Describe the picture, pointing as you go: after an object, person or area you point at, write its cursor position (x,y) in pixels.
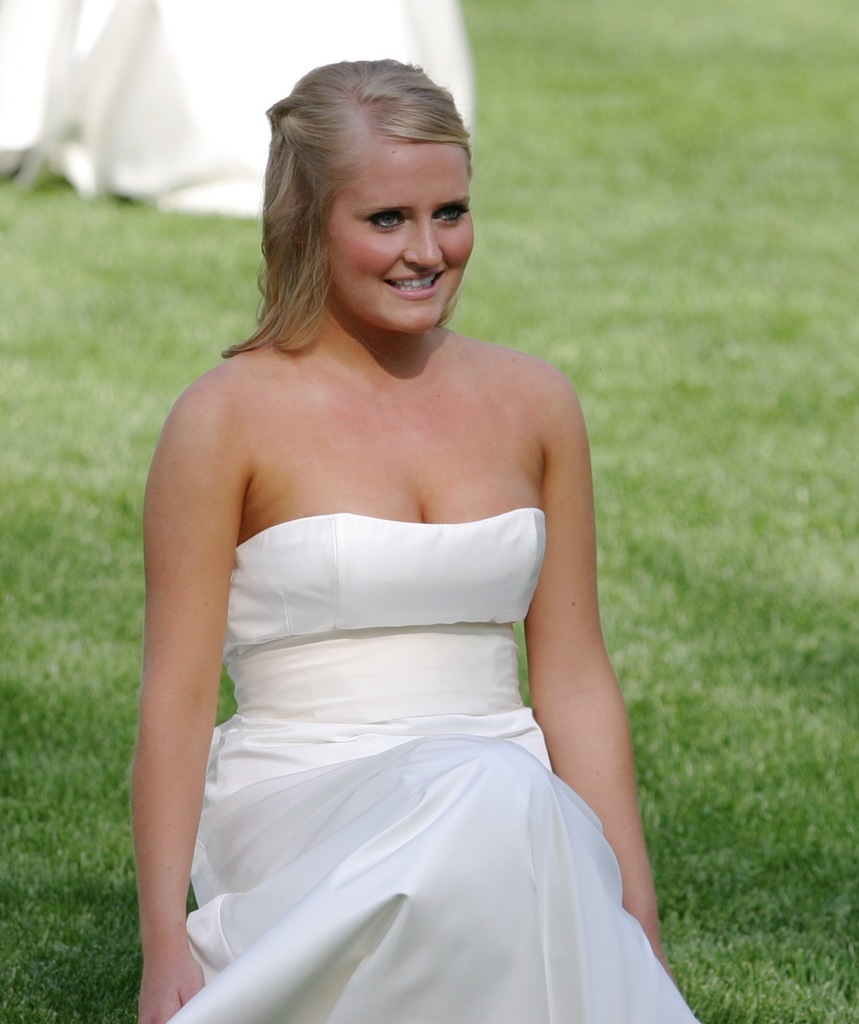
In this image we can see a woman (455,468) smiling. In the background (187,278) we can see the grass (674,517).
